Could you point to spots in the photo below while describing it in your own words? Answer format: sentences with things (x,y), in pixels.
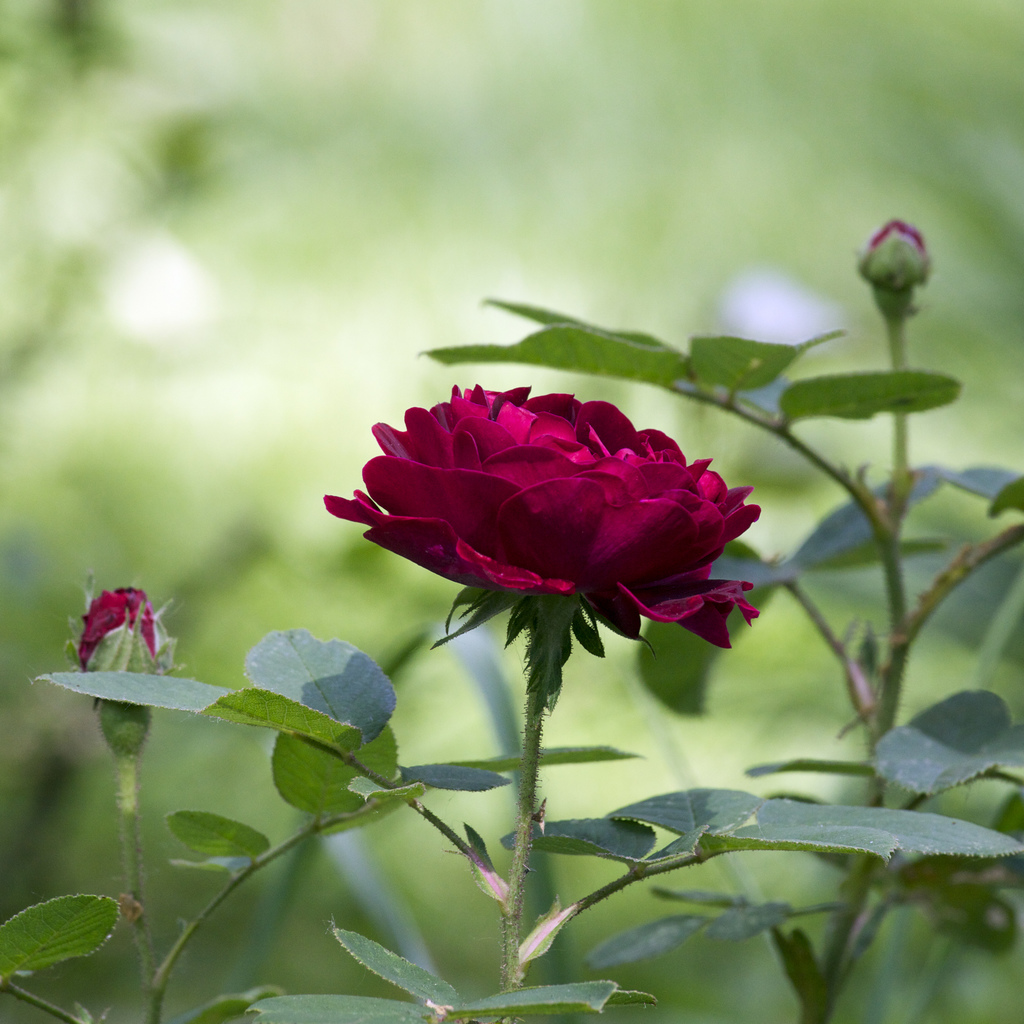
This image is taken outdoors. In this image the background (106,453) is a little blurred. There are a few plants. In the middle of the image (485,588) there is a plant (516,924) with stems (888,569), green leaves (674,804), two buds (901,293) and a beautiful red rose (524,498).
